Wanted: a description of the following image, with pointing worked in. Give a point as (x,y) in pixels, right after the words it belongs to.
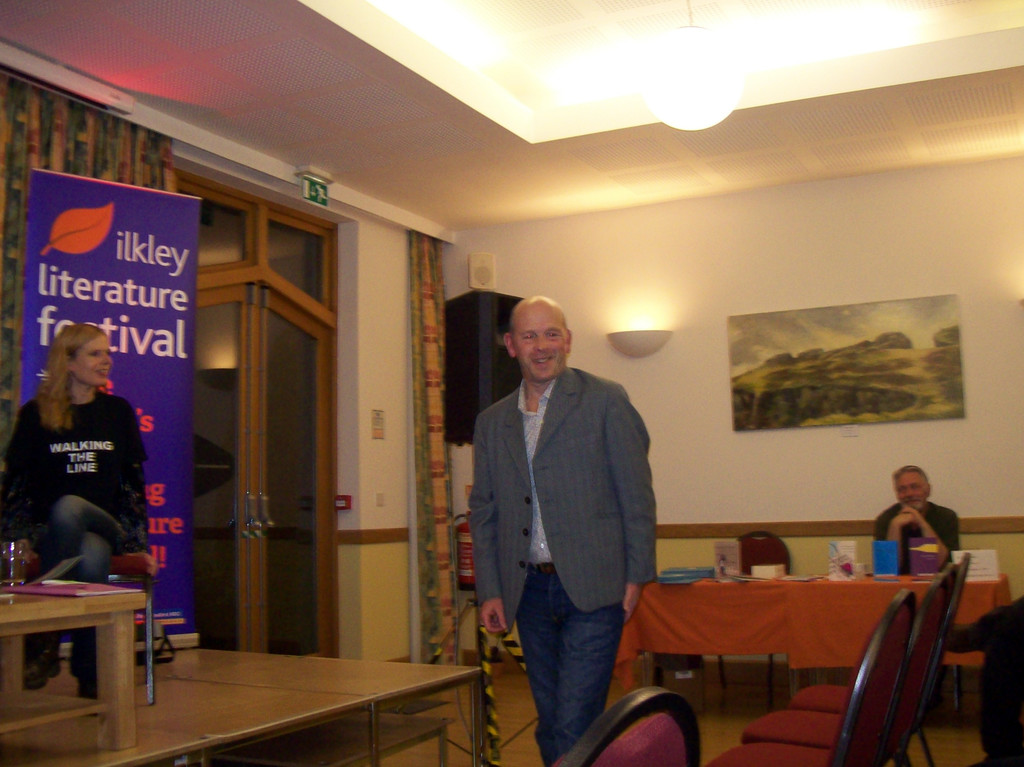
In the image we can see there is a person (578,627) who is standing and there are two people (943,529) who are sitting on chair (148,575) and on table (800,618) there is book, pen stand (860,571), box (778,569) and on wall (1000,390) there is photo frame (808,370). There is a door (268,361) in between there are curtains (91,170) there is a speaker (471,358) attached to the wall (392,411).
